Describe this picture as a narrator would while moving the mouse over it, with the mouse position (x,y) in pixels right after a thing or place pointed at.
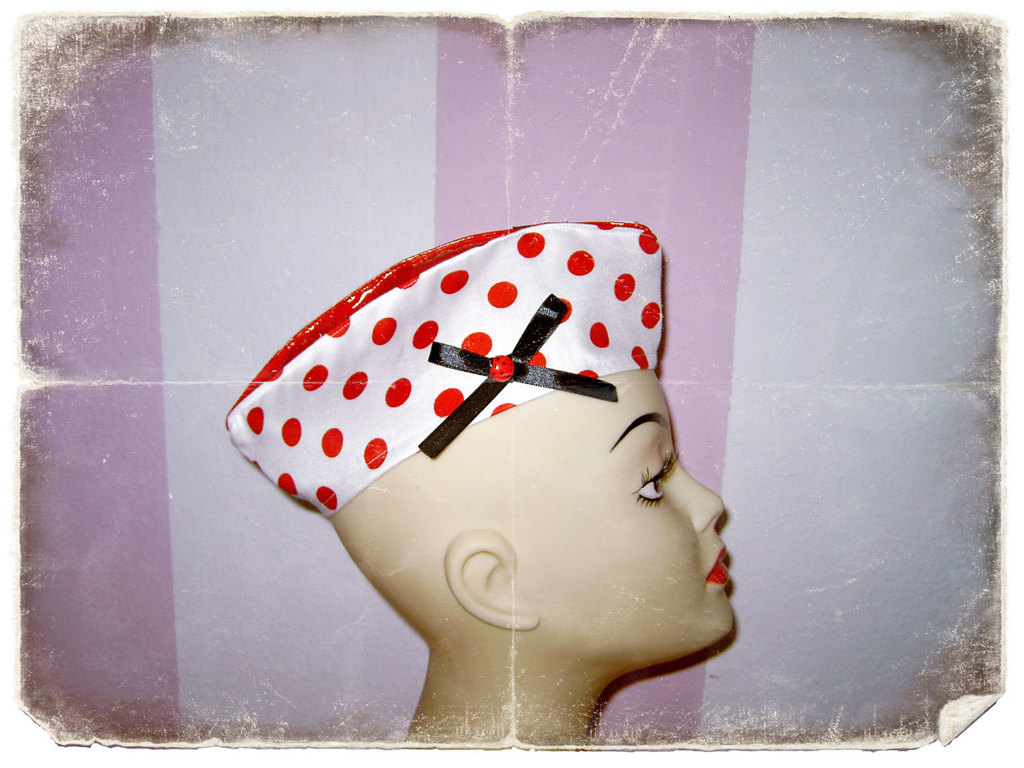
In this image there is a depiction of a person face (506,534).
